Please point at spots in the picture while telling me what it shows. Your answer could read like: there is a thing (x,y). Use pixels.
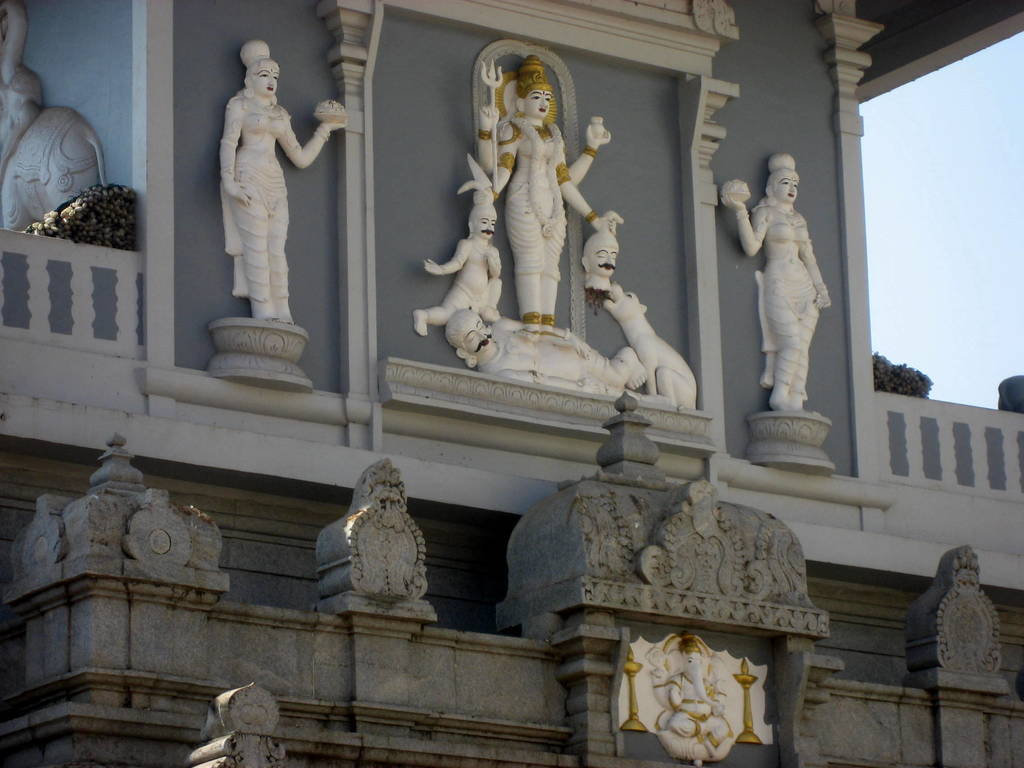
Here I can see a building (389,463) and few statues (269,159) to the wall (647,213). On the right side (955,220), I can see the sky (905,236).
